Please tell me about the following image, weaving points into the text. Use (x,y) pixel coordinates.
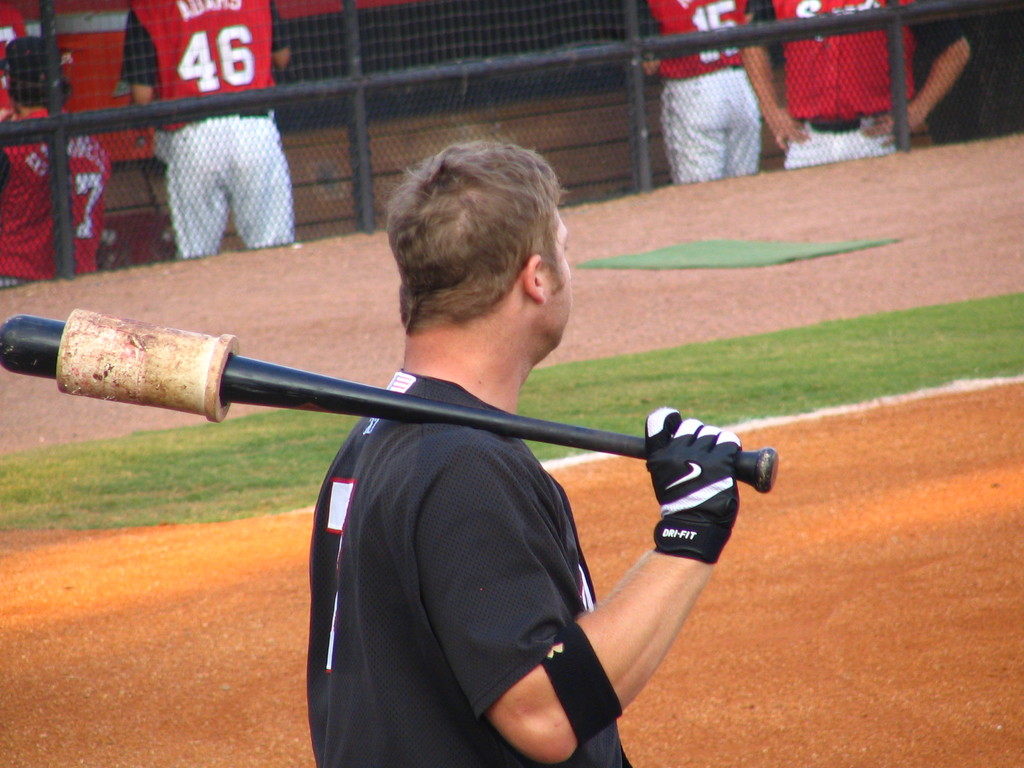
In this image there is a person (551,566) holding a bat (112,342). There is grass (785,412) on the land (825,493). Top of the image (209,222) there is a fence (411,96). Behind there are people (878,37) standing.
